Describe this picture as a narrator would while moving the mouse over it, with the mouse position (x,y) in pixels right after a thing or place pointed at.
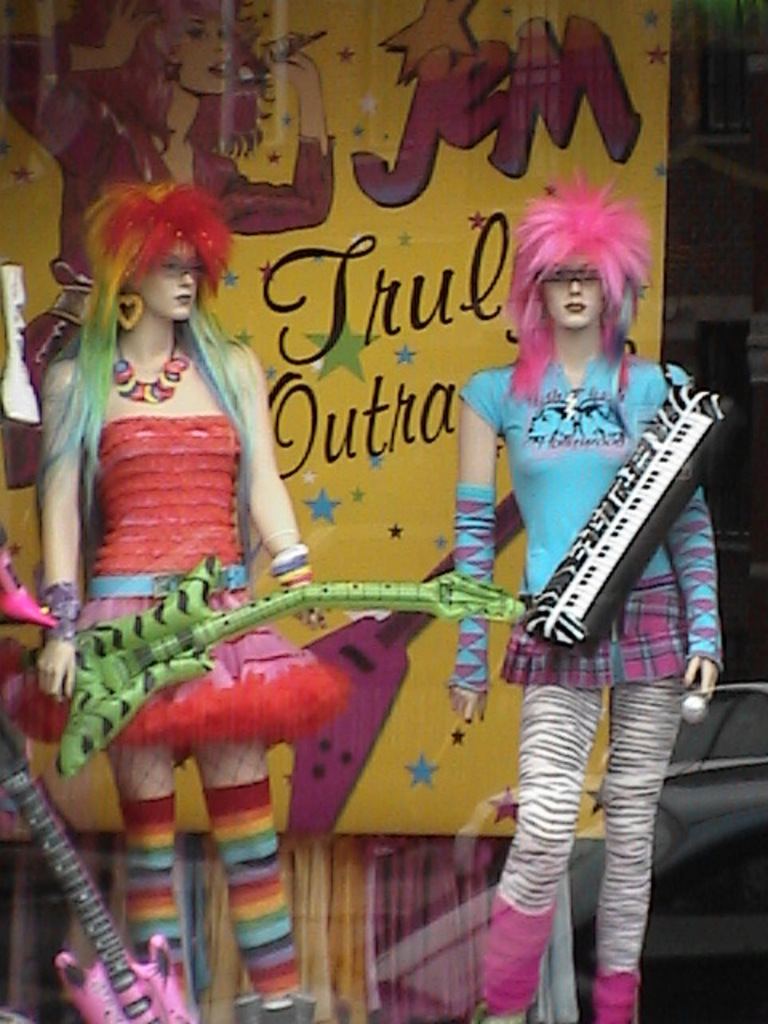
In the image we can see two dolls (571,529) standing. And back we can see banner (344,168), on the left we can see guitar (96,967).
